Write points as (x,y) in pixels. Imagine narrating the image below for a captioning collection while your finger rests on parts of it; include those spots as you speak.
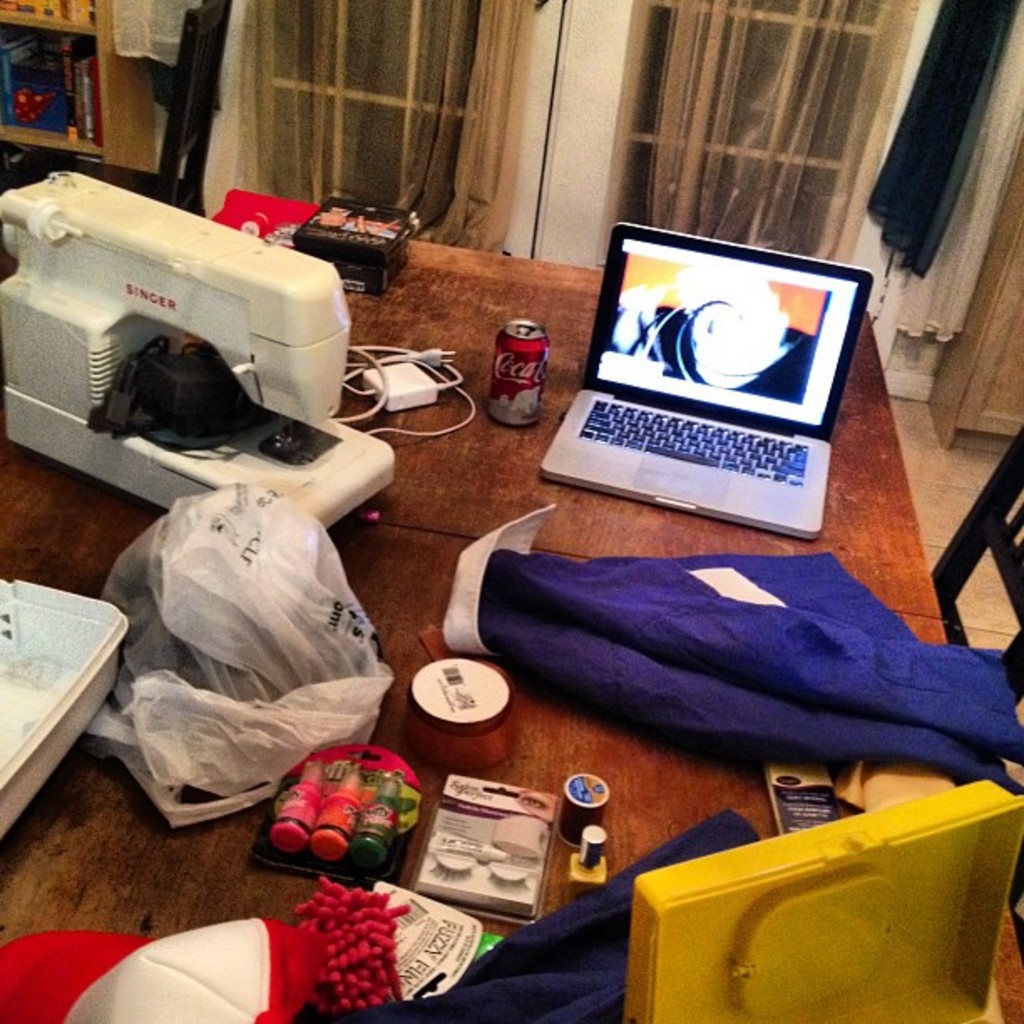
As we can see in the image there is a window (418,0) and a table (480,442). On table (484,425) there is a laptop (737,461), sewing machine (204,309), cloth (614,604), box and right side (1000,516) there is a chair (1010,529).
